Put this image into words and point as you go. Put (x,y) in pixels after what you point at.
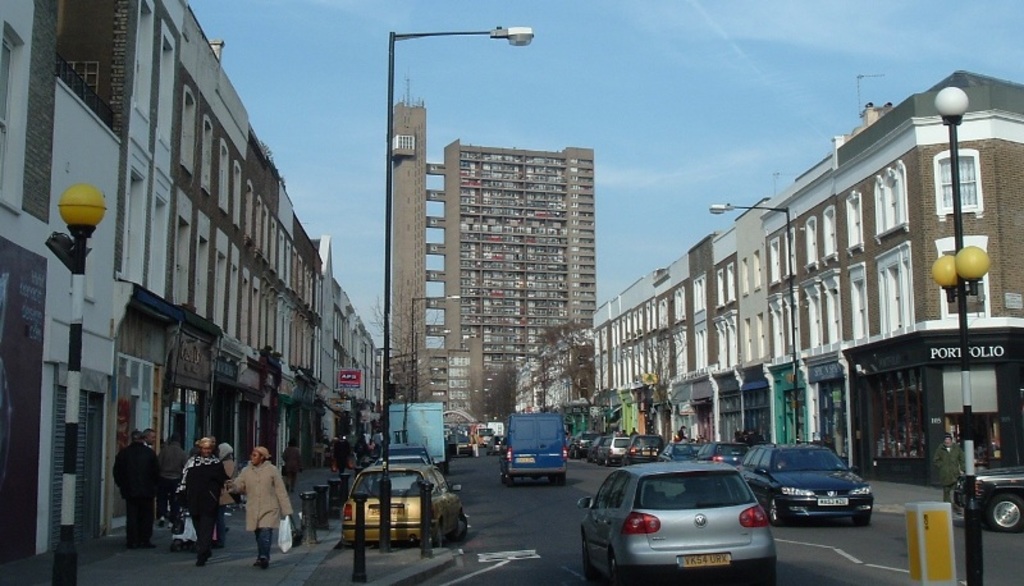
In this picture we can see vehicles (709,462) on the road (1014,549), lights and poles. There are people (184,480) and we can see buildings (706,343), board (355,380) and trees (408,374). In the background of the image (674,88) we can see sky (649,145).
